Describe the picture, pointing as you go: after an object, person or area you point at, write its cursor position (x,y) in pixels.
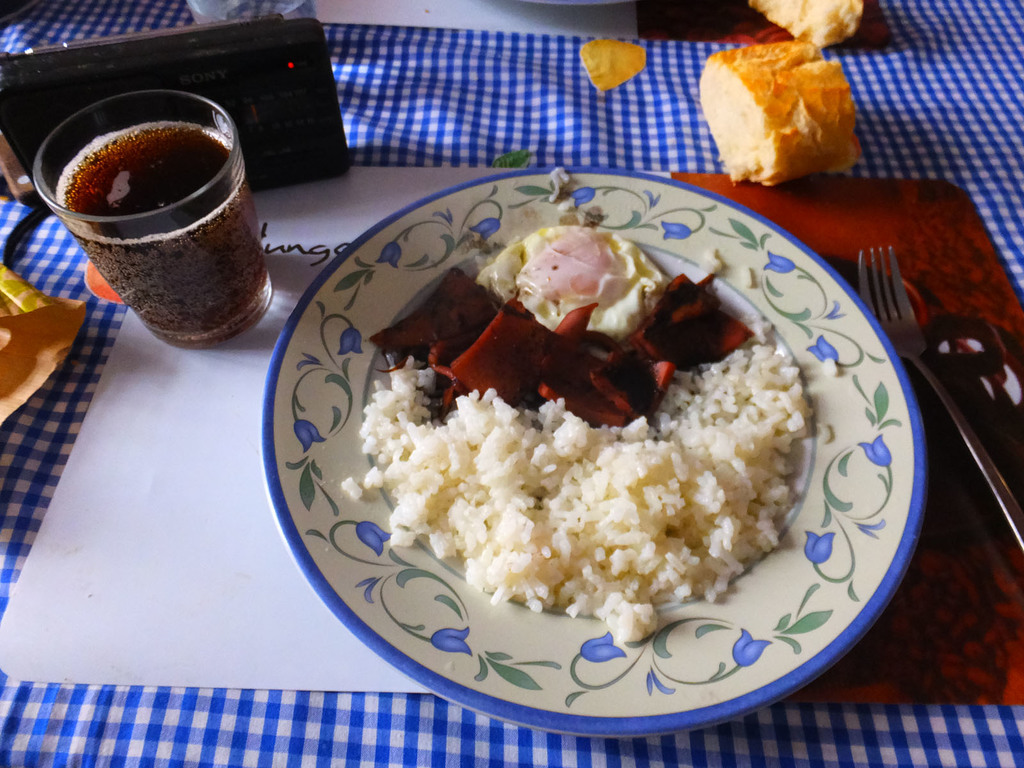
In the center of the image (495,485) there is a table (56,390) and we can see a plate (410,623) containing food (402,321), glass (139,293), radio (307,156), bread (735,149) and fork (945,403) placed on the table (876,767).
